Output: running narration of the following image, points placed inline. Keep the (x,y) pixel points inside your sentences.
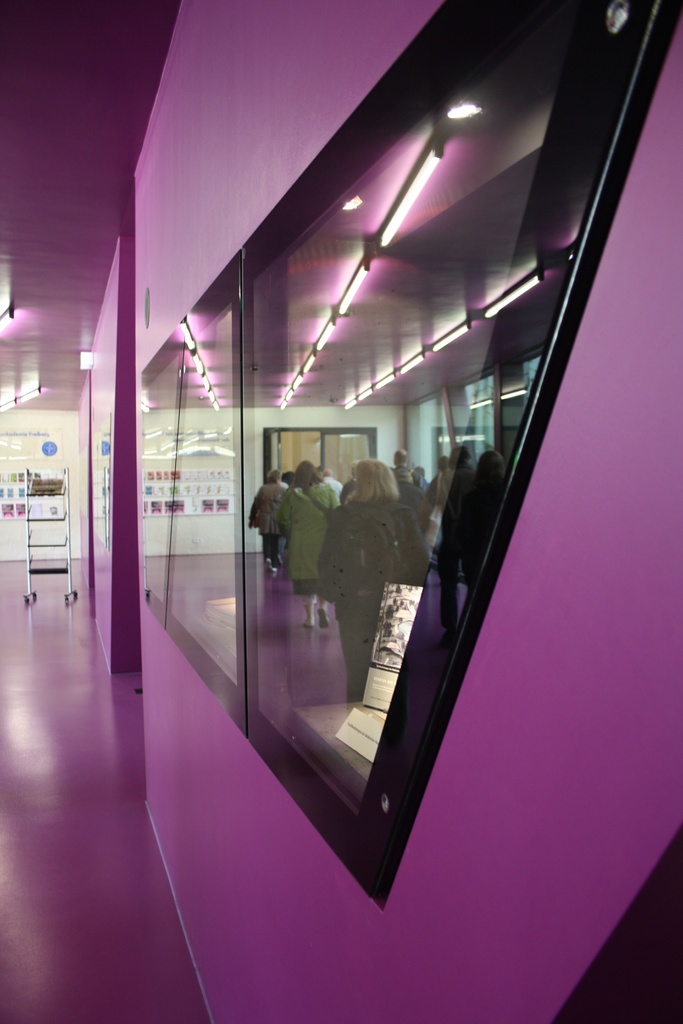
In this image we can see a wall (567,1016) and glass objects (342,638). Through the glass objects (340,442) we can see some reflections (294,574). In the background of the image (9,504) there is a wall (11,534), name boards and other objects (16,477). On the left side (119,939) bottom of the image (179,964) there is the floor (122,984). On the left side (27,156) top of the image (69,72) there is the ceiling (69,72).
